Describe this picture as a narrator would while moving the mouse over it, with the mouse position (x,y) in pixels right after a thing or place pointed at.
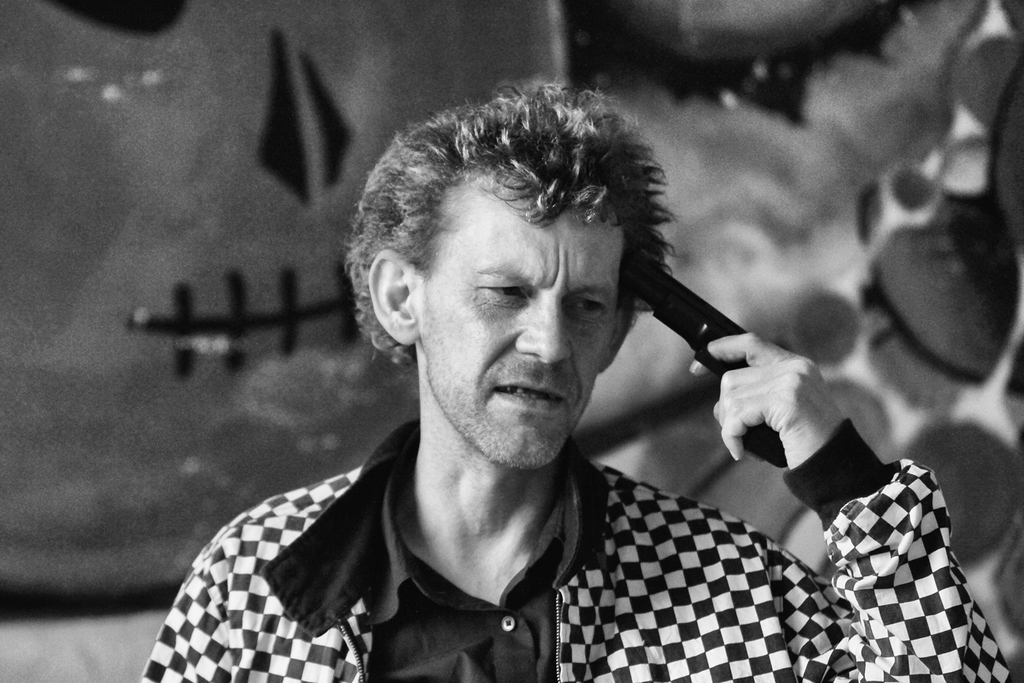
In the foreground of this image (423,436), there is a man (446,548) standing, wearing a coat (715,586) and holding a gun (698,316) and the background (247,51) image is not clear.
